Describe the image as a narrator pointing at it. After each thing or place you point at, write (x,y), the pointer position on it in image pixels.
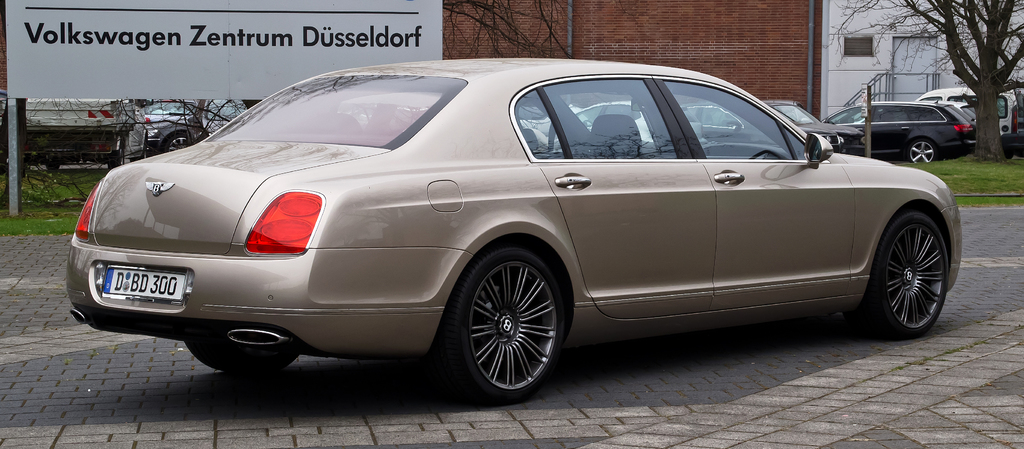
In this image we can see a car (713,199) with number plate (122,274) is parked on the ground (581,390). In the background (835,138), we can see group of vehicles (1007,106), a sign board (208,75) with some text (231,39) on it, group of trees (988,57), a building (810,52) with window (855,47), door (919,47), metal railing (873,81) and some poles (870,124).
